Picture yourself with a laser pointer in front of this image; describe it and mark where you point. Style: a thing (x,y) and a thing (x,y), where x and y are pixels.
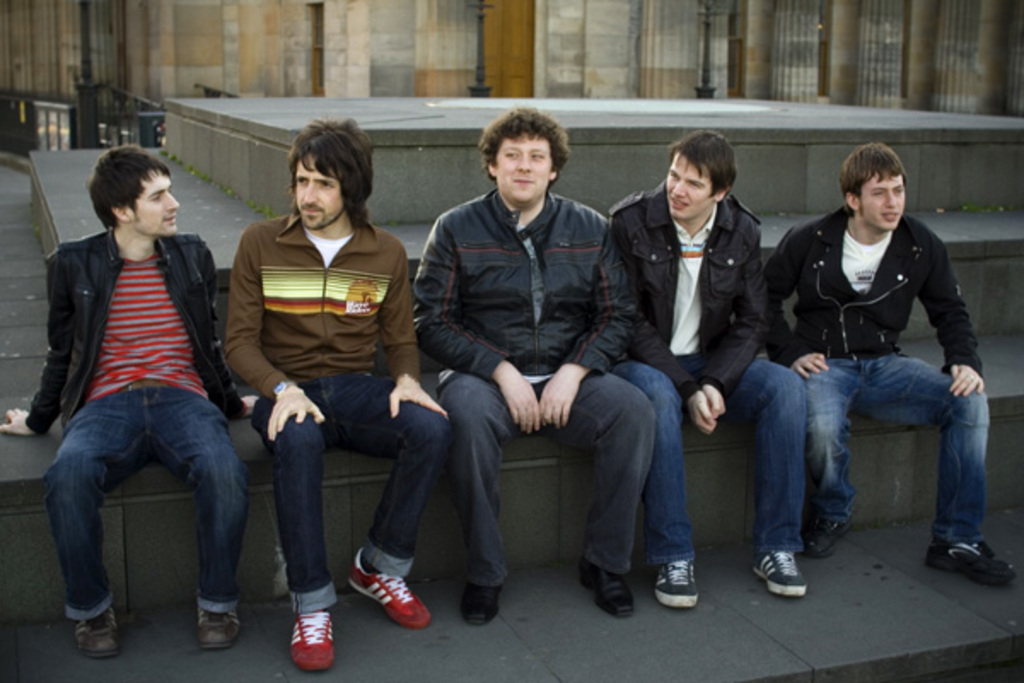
In this picture we can see few people (212,508) sitting on the platform (349,482) and in the background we can see the wall (952,1).
